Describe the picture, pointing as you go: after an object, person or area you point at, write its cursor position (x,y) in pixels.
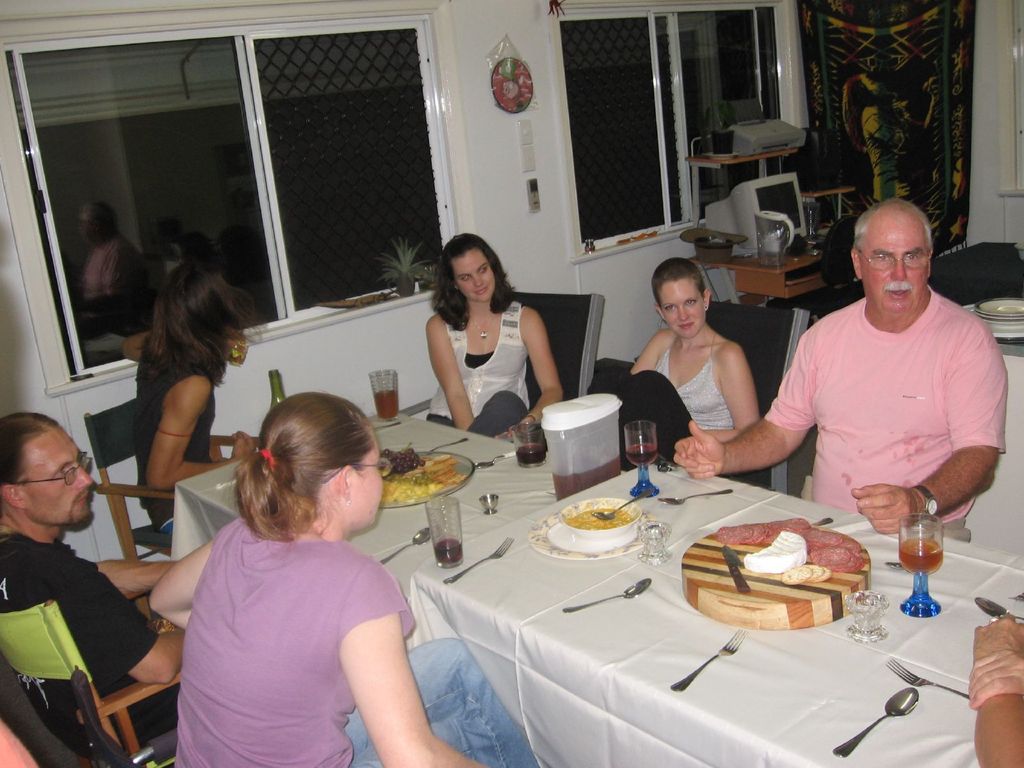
In this image there are group of persons (909,450) who are sitting on the chairs (773,375) and having their food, drinks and at the top of the image (223,235) there are windows (691,195).
